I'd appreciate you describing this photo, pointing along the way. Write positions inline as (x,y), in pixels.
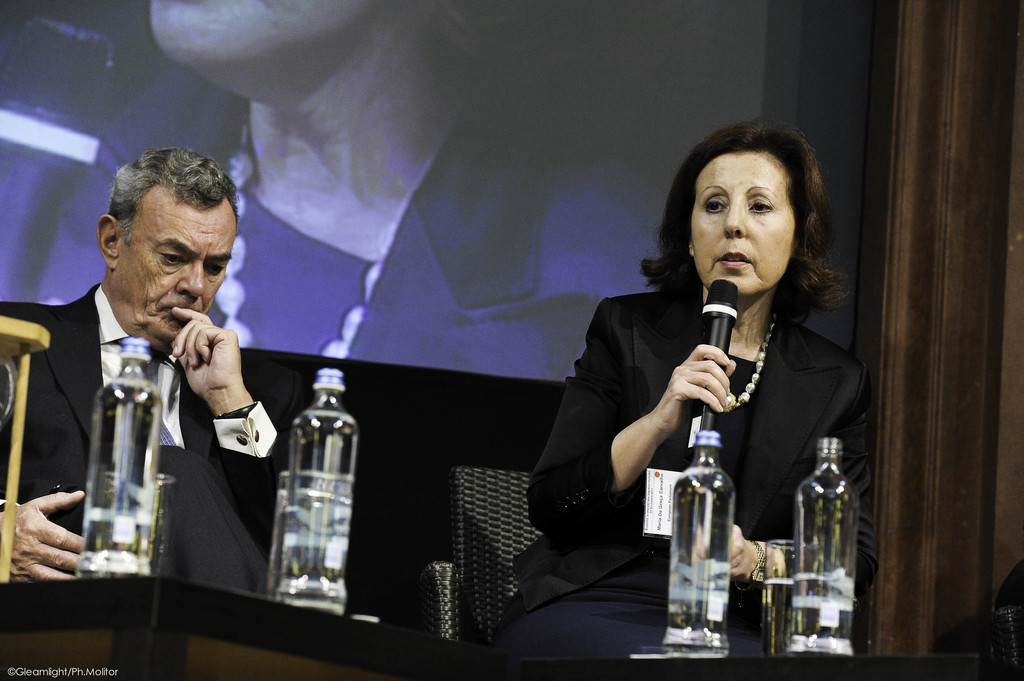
In the middle of the image (565,309) there is a screen (509,118). Bottom right side of the image (804,484) a woman (615,642) is sitting and holding a microphone (720,318) and speaking, In front of her there are two bottles (806,578) and there is a glass (768,570). Bottom left side of the image (169,563) a man (189,196) is sitting and in front of him there is table (23,611), On the table (47,678) there are two bottles (117,454) and there is a glass (305,491).
